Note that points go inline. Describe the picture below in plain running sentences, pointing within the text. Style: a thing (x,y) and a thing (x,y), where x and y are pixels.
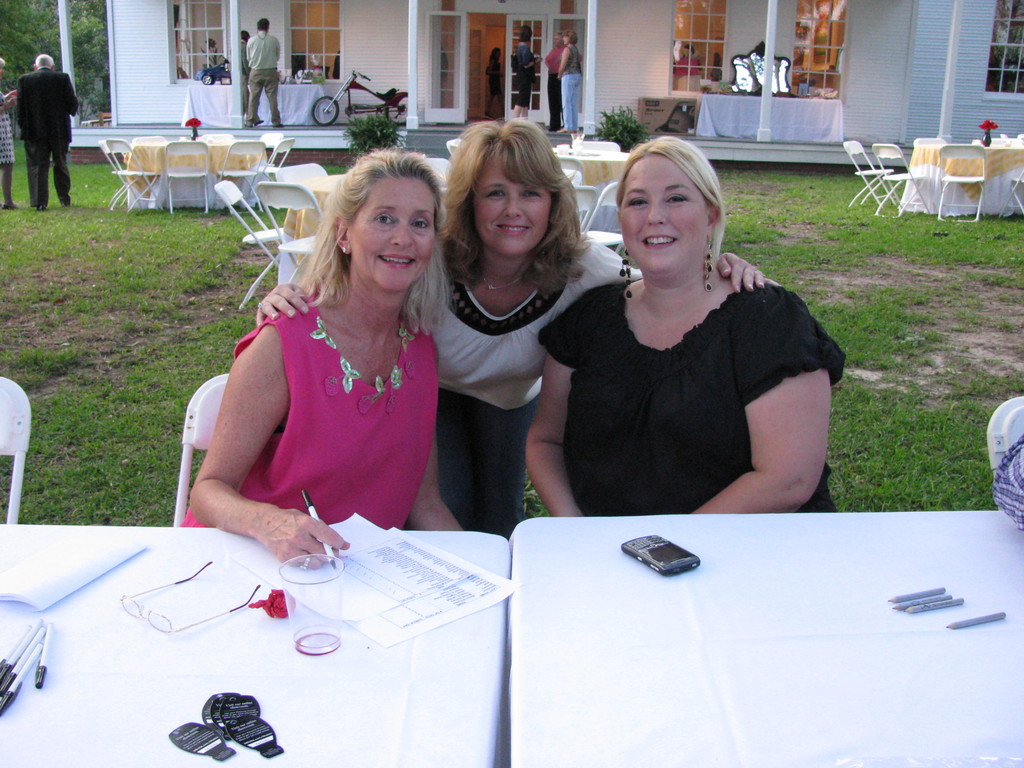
In this image in the foreground (556,416) there are three women (483,428) and in front of them there is one table (637,612), on the table (681,612) there is a mobile (676,558), papers (365,586), glass (304,651), spectacles (193,616) and pens (34,645). In the background (1011,158) there are some tables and chairs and some persons (65,163) are standing and also there is one house (311,63), windows (338,68), cycle (336,100) and some pillars (234,50). And at the bottom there is grass (79,434), in the background (36,23) there are trees (48,42).
